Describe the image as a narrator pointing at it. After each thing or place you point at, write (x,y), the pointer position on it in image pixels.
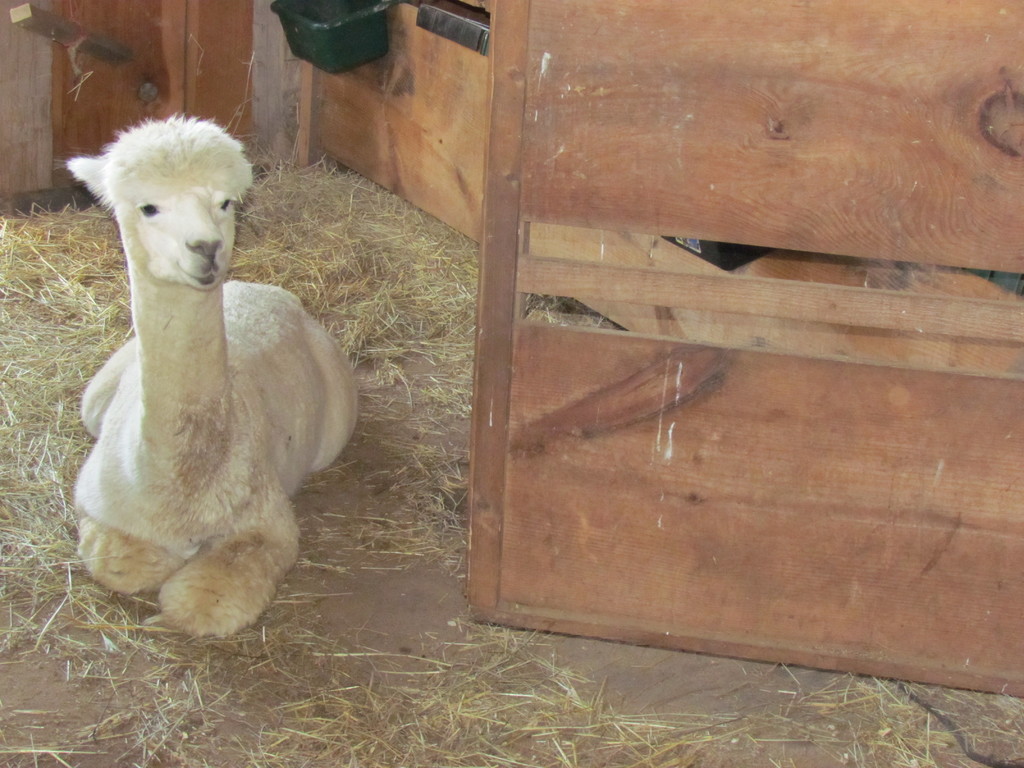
In this image I can see a white colour llama (122,349) is sitting on the floor (323,299). I can also see yellow grass (321,246) on the floor (349,245). On the right side (762,154) and in the background (463,94) I can see few wooden things (566,251). On the top side of this image (295,15) I can see a container (367,48).
